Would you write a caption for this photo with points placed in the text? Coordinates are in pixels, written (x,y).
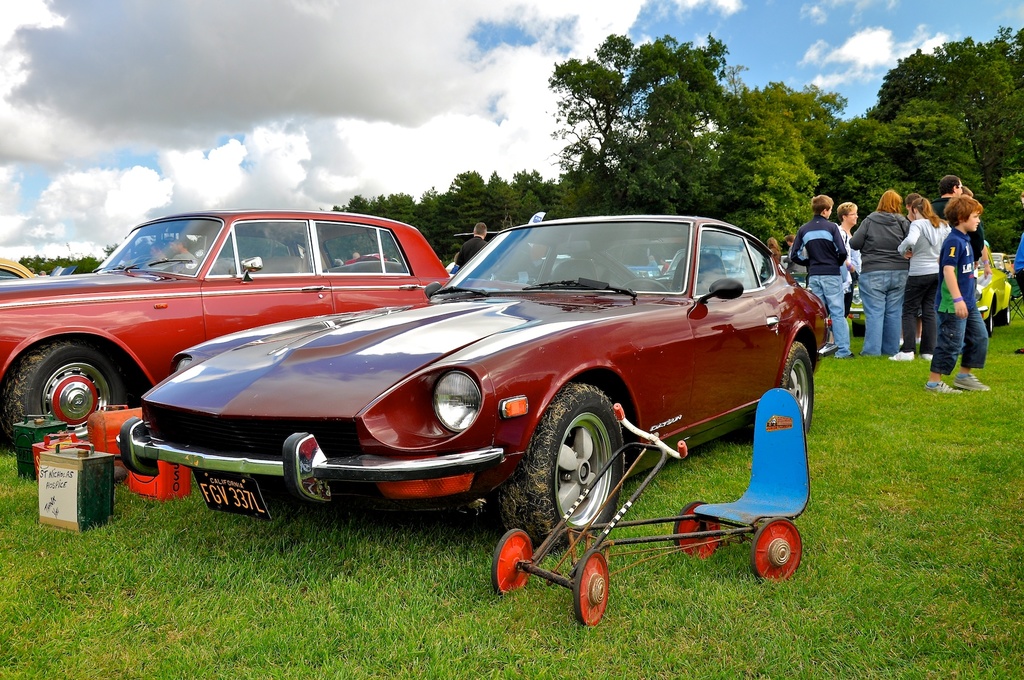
In this image we can see there are some people (845,338) standing on the right side (978,208). In the middle (448,244) there are so many trees (860,153) and on the left side (138,360) there is a red car (295,310).
